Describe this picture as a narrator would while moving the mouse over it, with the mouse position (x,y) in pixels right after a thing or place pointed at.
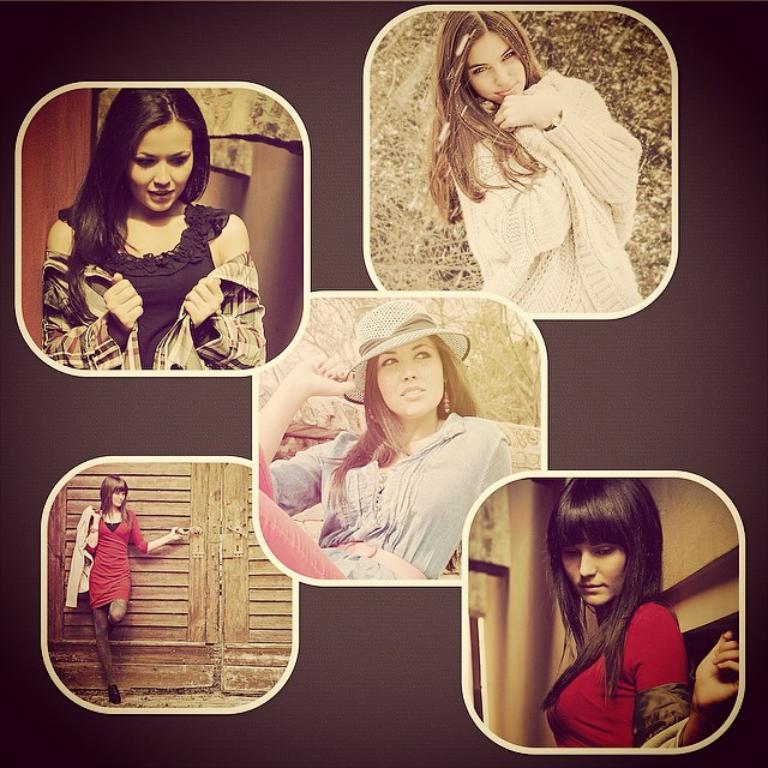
In this image we can see five pictures. In this picture we can see a woman (112,189) wearing a black dress (142,336) and shirt (133,331) and in the background (73,203), we can see the wall (271,142), in this picture we can see snow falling and a woman (536,120) is wearing the sweater (572,260). In this picture we can see a woman (428,464) wearing dress (374,468) and hat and in the background (332,431), we can see the wall (516,439) and trees (504,359). In this picture we can see this woman (127,584) is wearing red color dress (104,558) and holding jacket (79,555) in her hands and in the background (168,590) we can see the wooden gate (181,588). In this picture we can see a woman (591,681) wearing a red dress (592,684) and in the background (711,539) we can see the wall (524,496).
